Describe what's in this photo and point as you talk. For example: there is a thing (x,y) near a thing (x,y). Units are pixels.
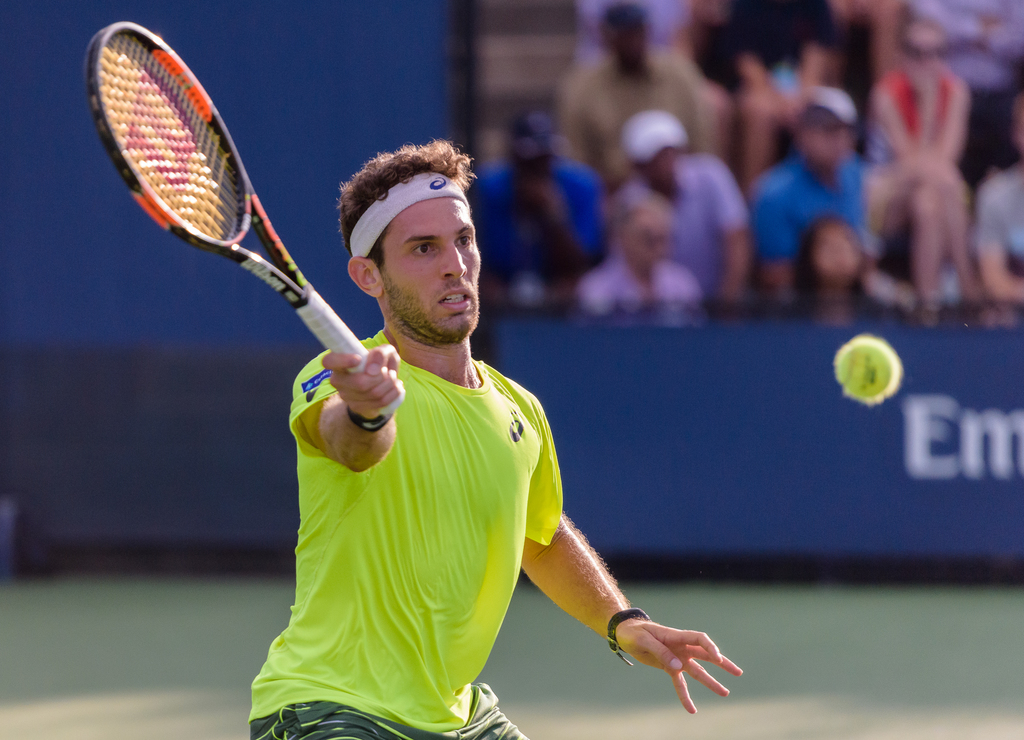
In the image there is a person (459,468) playing tennis, the ball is flying in the air and the man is holding the bat (233,171) with his right hand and the background of the man (561,484) is blur.
